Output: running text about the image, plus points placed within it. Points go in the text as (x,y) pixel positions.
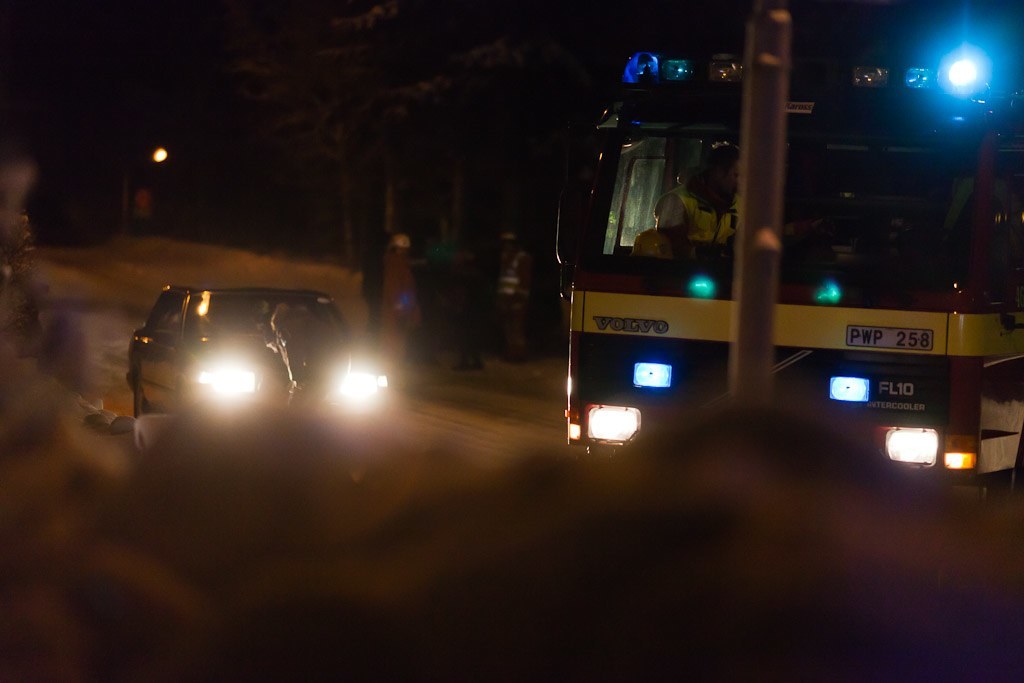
In this image at the bottom (396,602) the image is blur but we can see an object (788,447). On the right side (824,329) we can see a person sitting in the vehicle (861,335). On the left side (262,338) we can see a vehicle (262,338), few persons (405,345) and trees (320,187). In the background (290,158) the image is dark but we can see a light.
